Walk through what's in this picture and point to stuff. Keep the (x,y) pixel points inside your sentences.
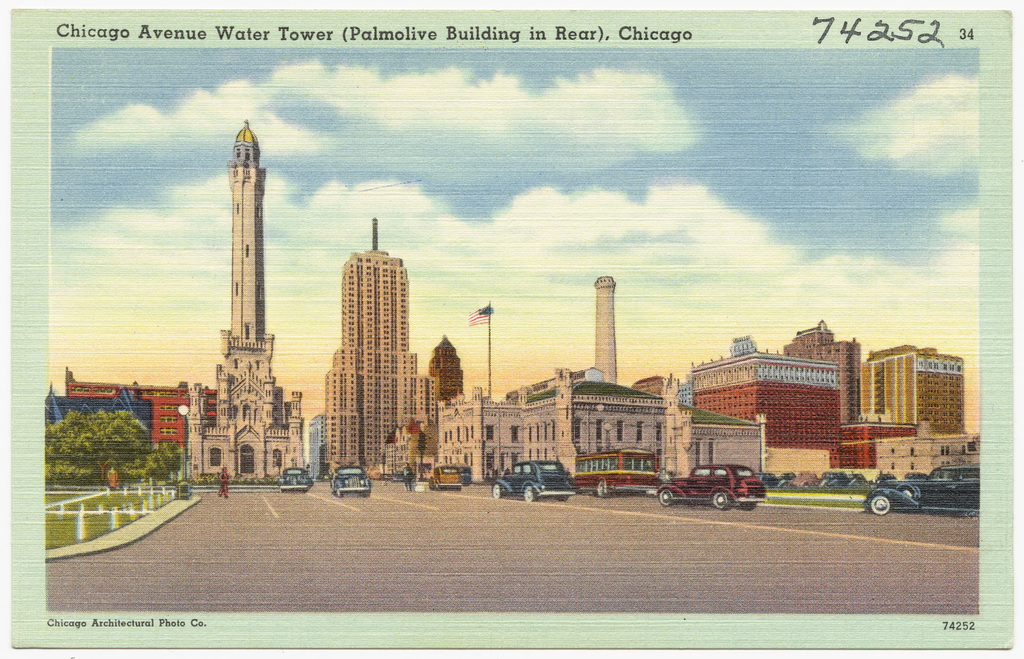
In this image I can see a picture in which I can see the road (484,582), few vehicles (632,480) on the road (461,585), some grass (93,504), few trees (128,429), few persons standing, few buildings (264,434) and a flag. In the background (468,233) I can see the sky (658,174).
